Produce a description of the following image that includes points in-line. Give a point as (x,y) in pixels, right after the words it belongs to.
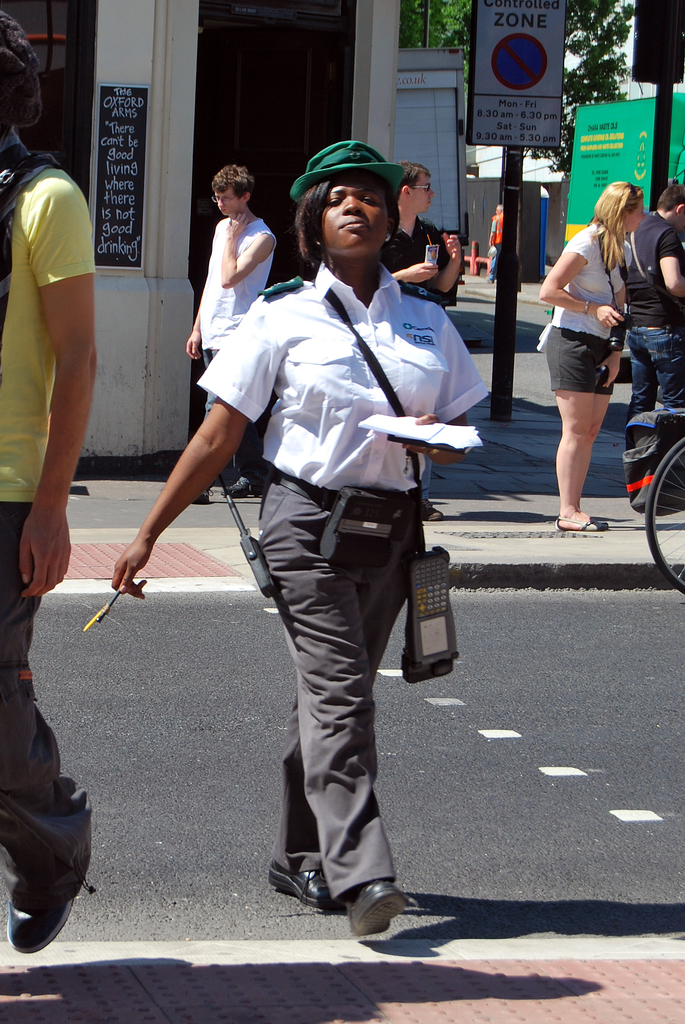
In front of the image there are two people (289,778) walking on the road (598,803). Behind them there are a few other people (572,325) standing. There are boards (587,181), hoardings (580,176). On the right side of the image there is some object (645,456) on the cycle (665,469). In the background of the image (185,198) there are buildings (281,134), trees (586,37).
